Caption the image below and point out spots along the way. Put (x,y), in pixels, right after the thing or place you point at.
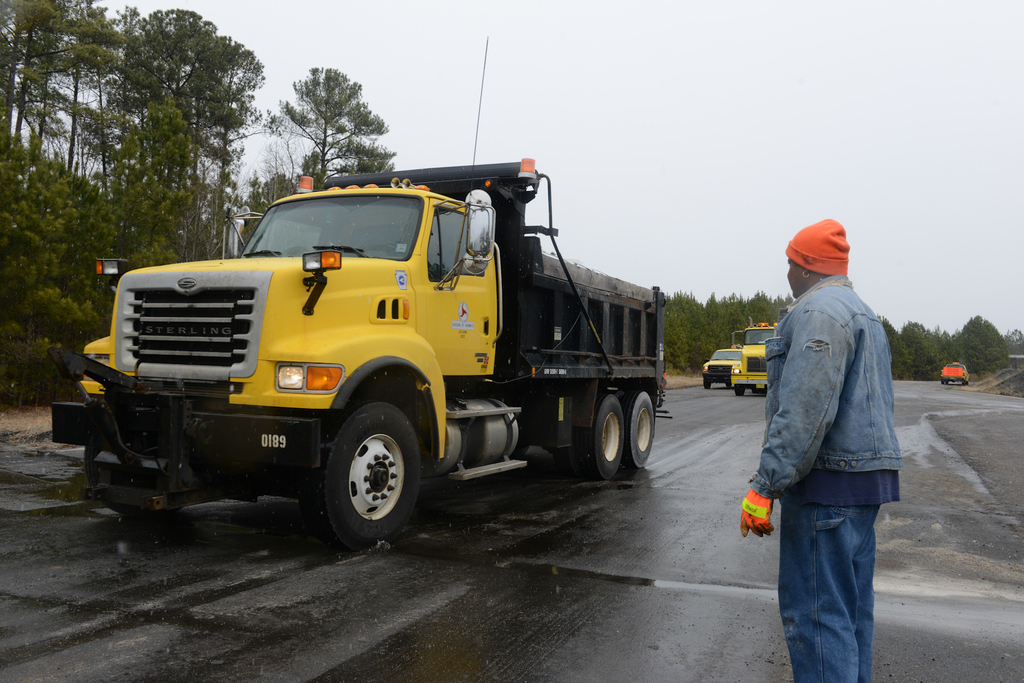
In this picture I can see there are few trucks (289,428) moving on the road (56,515), there is a person (889,372) standing on the right side (812,569), in the backdrop (751,348) there are few more vehicles (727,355) moving. There are trees (776,310) and the sky (665,159) is cloudy.
